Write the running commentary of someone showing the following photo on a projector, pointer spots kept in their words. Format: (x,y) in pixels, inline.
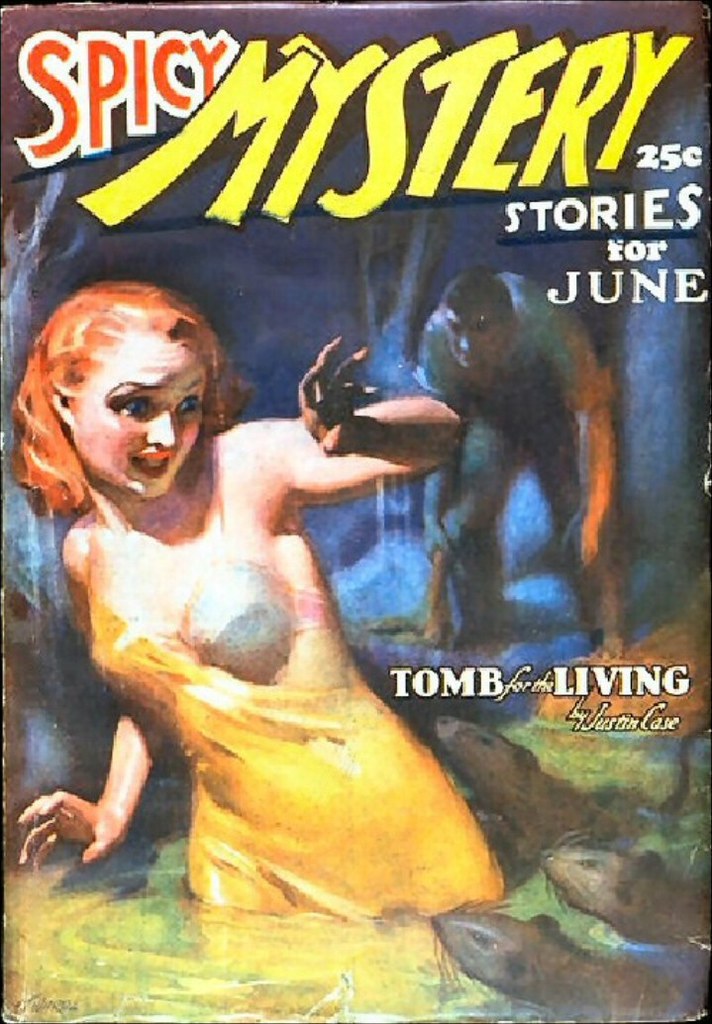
In the image we can see the poster (414,489), in the poster (377,537) we can see the pictures (222,526) of the people (257,516), animals (540,808) and some text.
